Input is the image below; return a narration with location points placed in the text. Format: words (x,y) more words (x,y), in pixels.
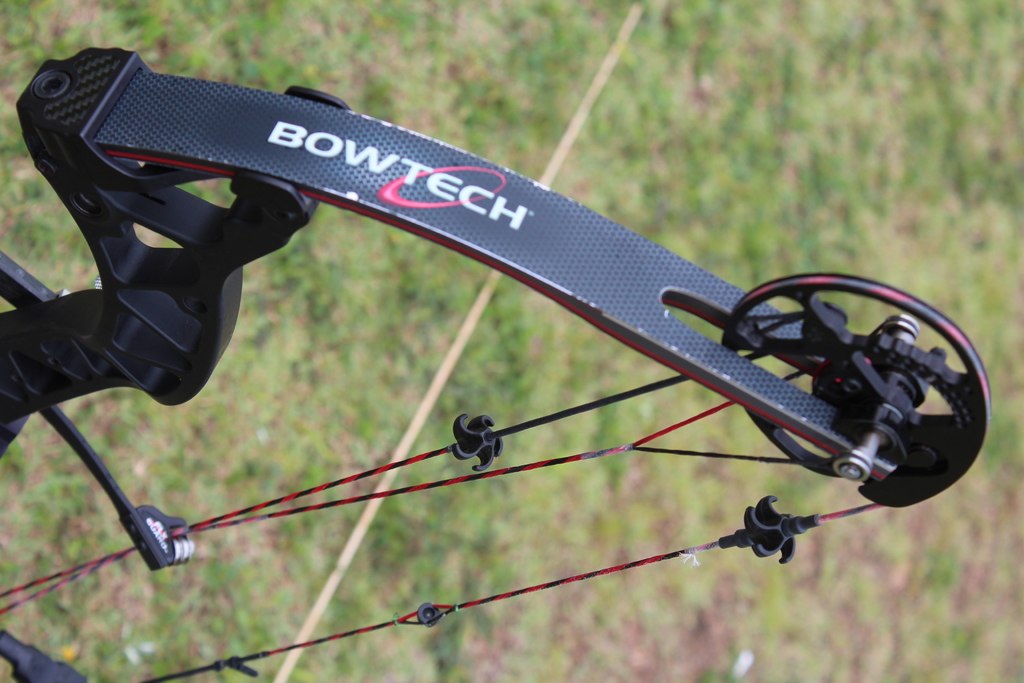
In the image there is a bow (744,531) and the background of the bow (503,248) is blur.
